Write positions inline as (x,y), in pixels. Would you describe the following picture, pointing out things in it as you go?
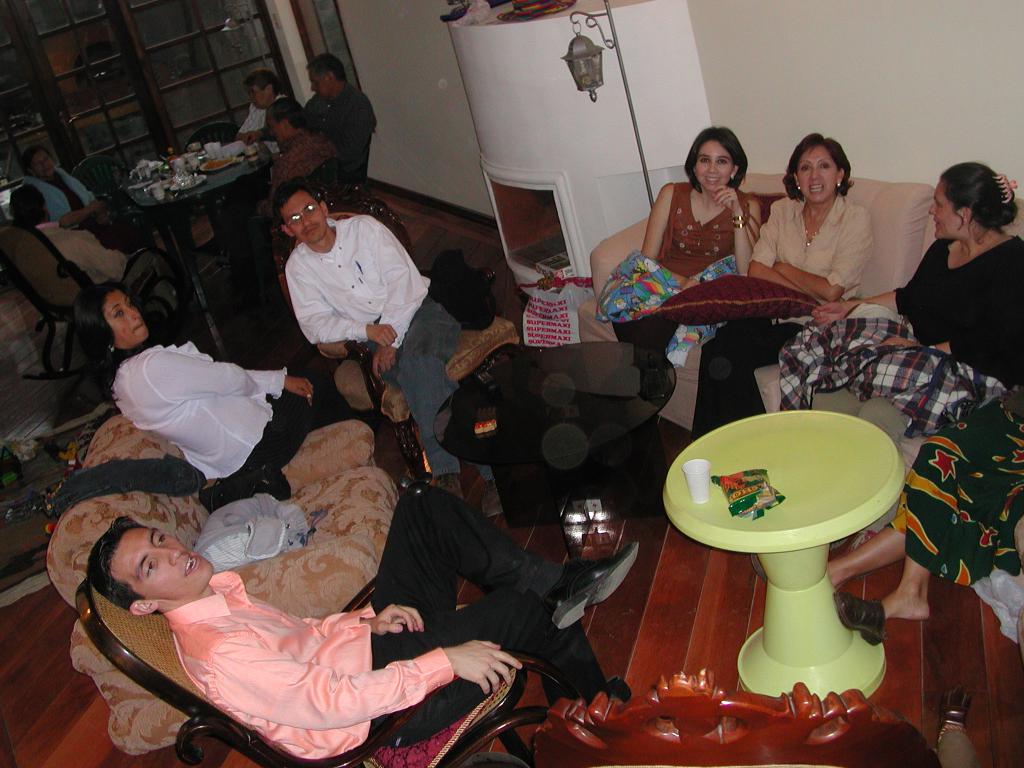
In this image few persons (428,498) are sitting on the chair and few persons (652,232) are sitting on the sofa (627,244). There is a table (782,586) having a cup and a packet (754,482) on it. Beside there is a table (571,385). Left top there are few chairs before a table (211,196) having plates (183,188), cups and glasses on it. Beside sofa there is a lamp (574,72).
